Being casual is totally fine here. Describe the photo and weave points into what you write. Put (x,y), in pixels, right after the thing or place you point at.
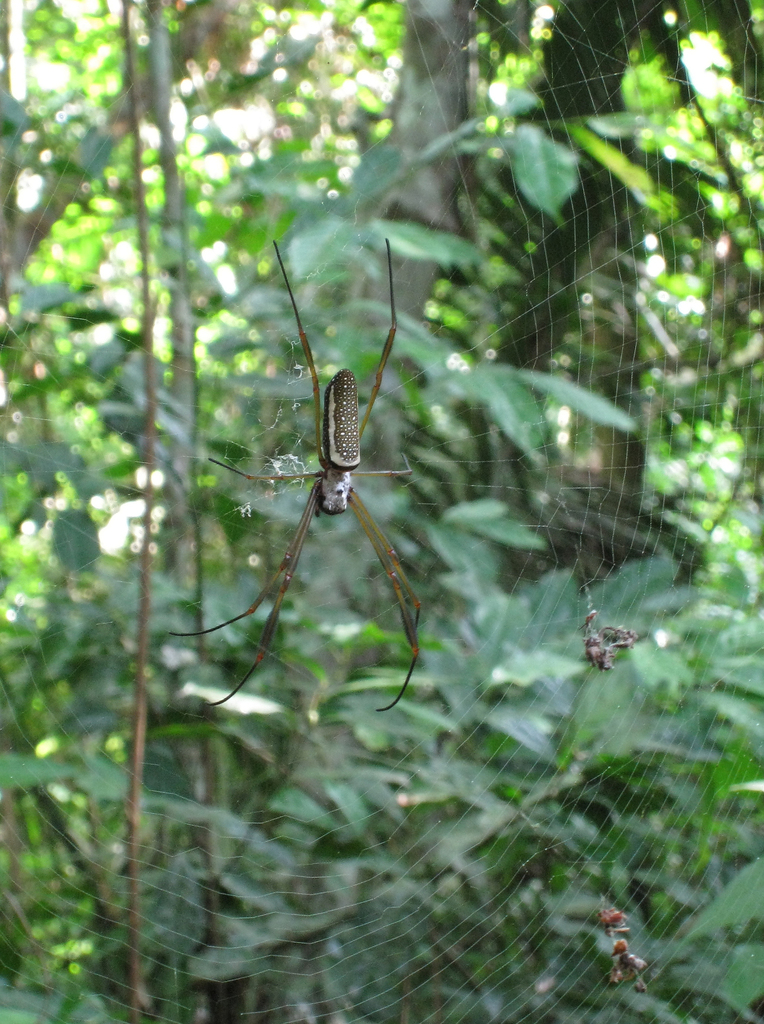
In the center of the image (438,482), we can see a spider web (326,552) and in the background (411,219), there are trees (465,560).
